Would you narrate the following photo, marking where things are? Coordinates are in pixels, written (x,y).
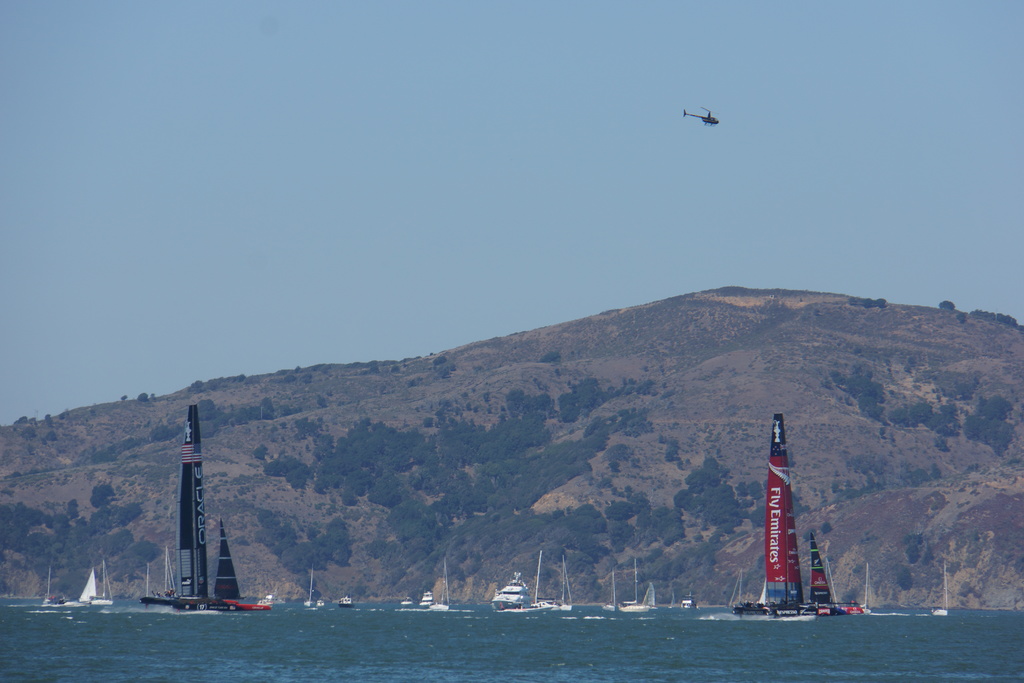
In the image I can see water (347,644) in which there are some boats (237,607), ships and also I can see a mountain (455,428), trees (455,428) and a helicopter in the air (511,249).
